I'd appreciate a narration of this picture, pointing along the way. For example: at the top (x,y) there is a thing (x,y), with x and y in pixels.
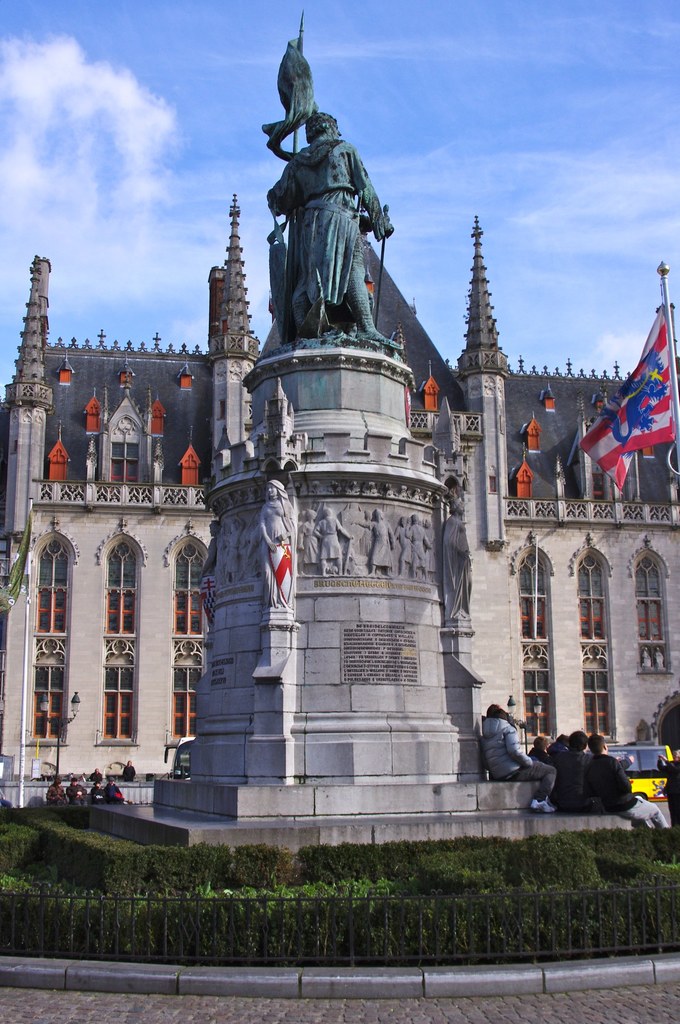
In front of the picture, we see a monument (301,462) or a statue (302,187) of the man (358,289) standing. At the bottom of the picture (330,936), we see plants (424,869), shrubs (229,885) and a railing (402,902). We see people (502,763) sitting beside the monument (469,768). Beside them, we see a yellow color vehicle (651,764) is moving on the road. In the background (102,548), we see a building (620,601) and it looks like a court (547,466). On the right side (618,431), we see a flag (586,445) in red, white and blue color. At the top of the picture (433,83), we see the sky (422,79).
